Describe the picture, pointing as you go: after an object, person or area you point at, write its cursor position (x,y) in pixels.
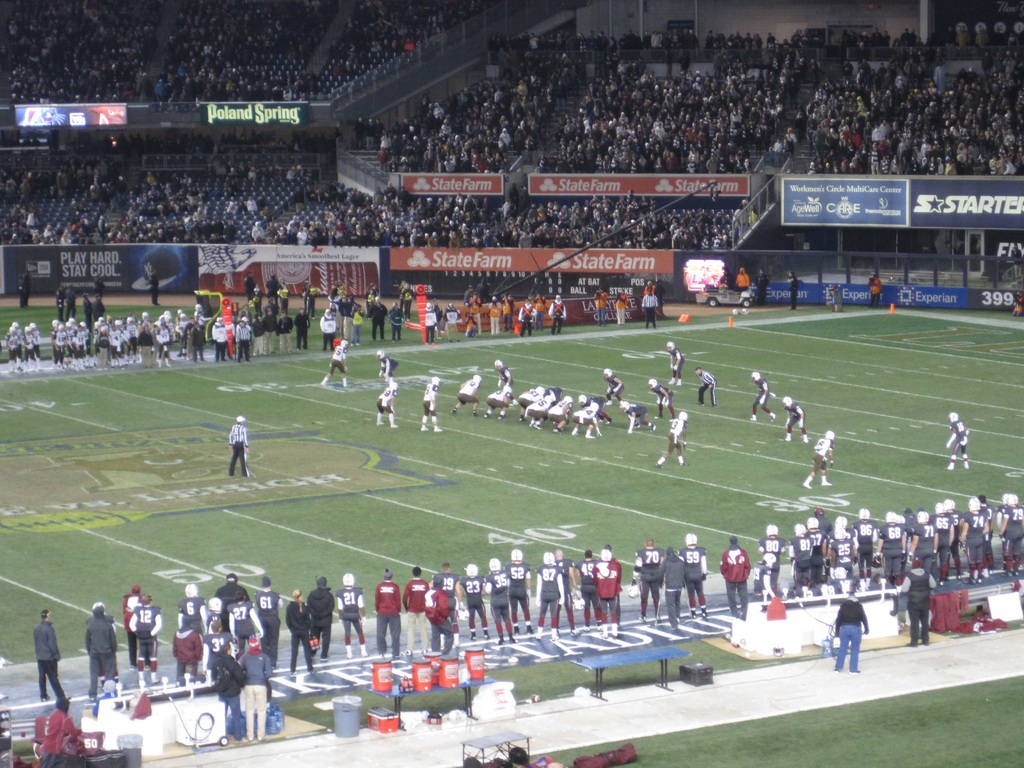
In this picture we can see some people (663,407) playing football game, there are some people (14,351) standing and looking at the game, we can see hoardings (787,216) here, at the bottom (599,531) there is grass (609,471), we can see some people (862,140) sitting on chairs (278,203) here, these people (641,553) wore helmets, there is fencing (935,277) here.
